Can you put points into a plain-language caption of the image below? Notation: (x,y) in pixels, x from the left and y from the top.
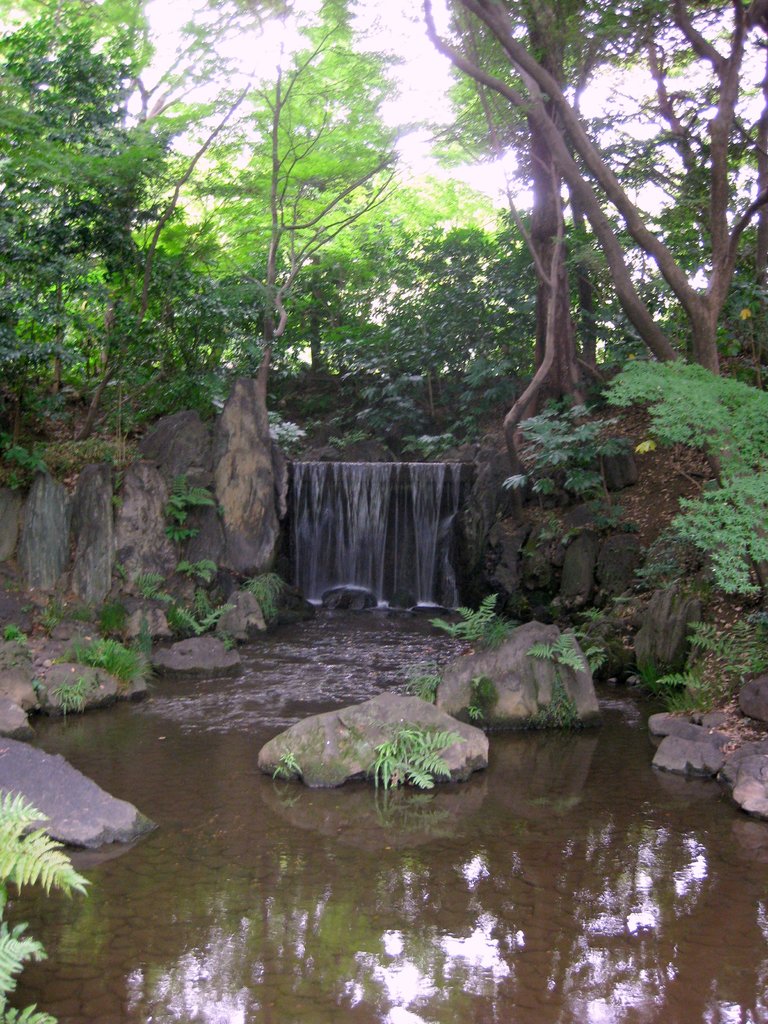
In this image we can see some water (374,891), stones (347,753) and in the background of the image (343,358) there are some trees (541,149) and clear sky (407,149).
